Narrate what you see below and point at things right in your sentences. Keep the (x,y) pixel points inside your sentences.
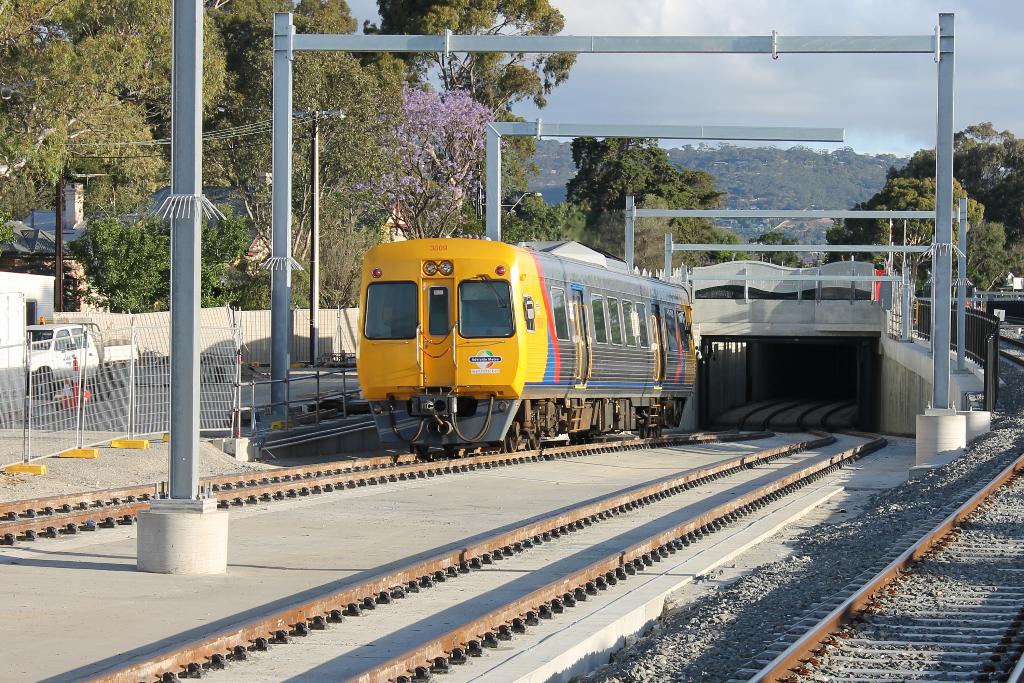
There are tracks (297,478), poles (286,282) and a train (465,343) in the foreground area of the image (191,338), there are trees (120,269), a vehicle (60,355), boundary (223,326), it seems like mountains (562,170) and the sky (920,115) in the background (920,115).
